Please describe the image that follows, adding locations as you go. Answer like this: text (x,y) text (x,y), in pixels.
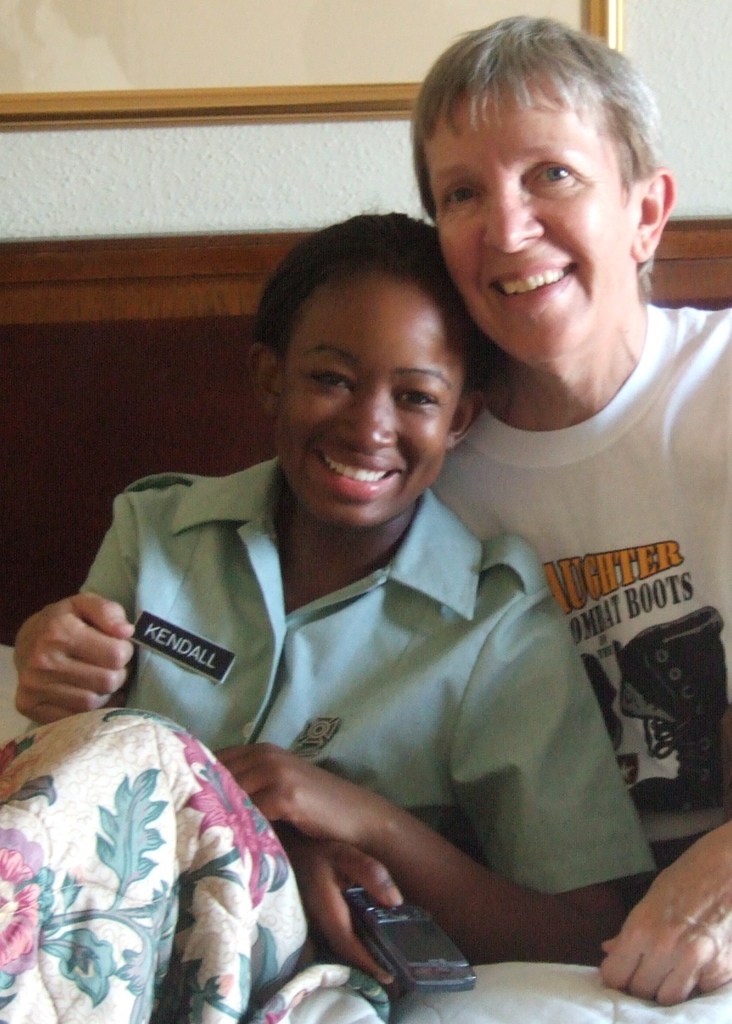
In the picture there is a woman (678,753) and a young woman (414,625) present, behind them there is a wall (51,177).
